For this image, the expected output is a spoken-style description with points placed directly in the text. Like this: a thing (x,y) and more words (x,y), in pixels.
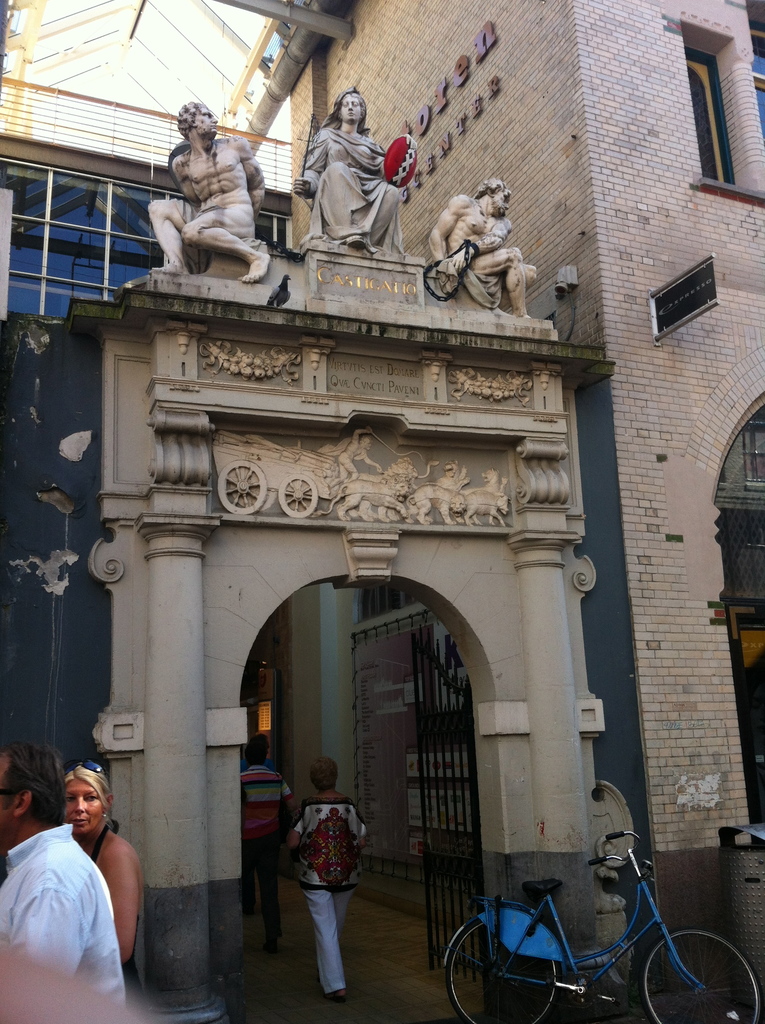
In this image I can see a building (566,111) on the right side (728,150), in the middle (489,378) I can see entrance gate (364,539) and there are some persons (266,848) entering into the gate (238,812), in front of the gate (512,878) I can see a bi-cycle (642,892), on the gate (253,282) I can see sculpture (253,282) and on the left side (10,889) I can see two persons (20,885).
